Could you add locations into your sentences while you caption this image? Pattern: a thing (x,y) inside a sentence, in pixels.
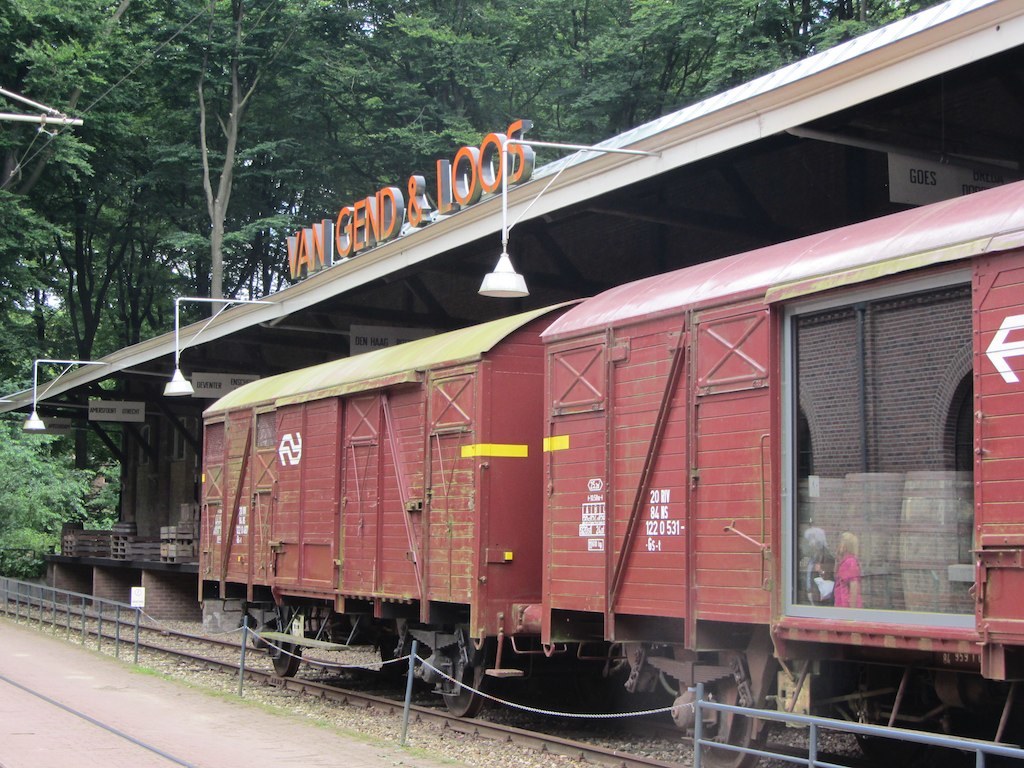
In this picture we can see a railway track (346,691) and some stones (438,731) at the bottom (424,717), on the right side (732,606) there is a train (378,530) and a platform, we can see three lights (489,275) in the middle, in the background (313,63) there are some trees (304,72), on the left side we can see some wires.
